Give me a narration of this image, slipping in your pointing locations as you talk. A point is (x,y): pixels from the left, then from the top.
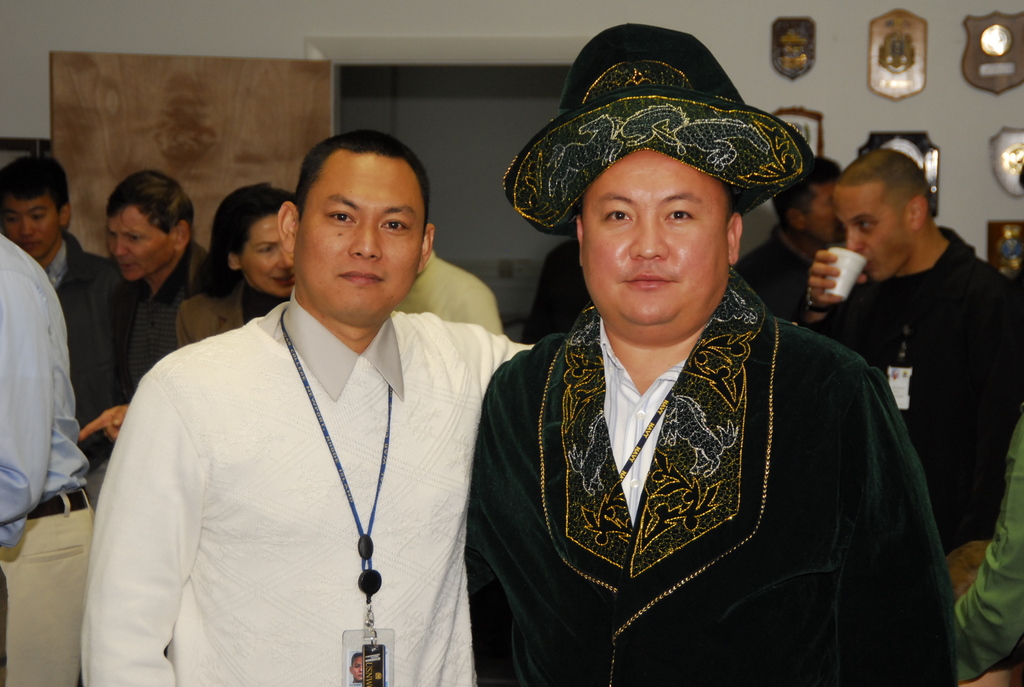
Here in this picture in the front (475,415) we can see two men (401,352) standing over a place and the person (581,373) on the right side (691,351) is wearing a coat (683,416) and hat (697,83) on him and the person (350,435) on the left side (303,419) is wearing an ID card (361,659) on him and both of them are smiling and behind them also we can see other number of people (259,257) present over there and the person (832,313) on the right side (903,283) is drinking something in the cup (853,274) present over there and on the wall (841,150) we can see something's present over there.
